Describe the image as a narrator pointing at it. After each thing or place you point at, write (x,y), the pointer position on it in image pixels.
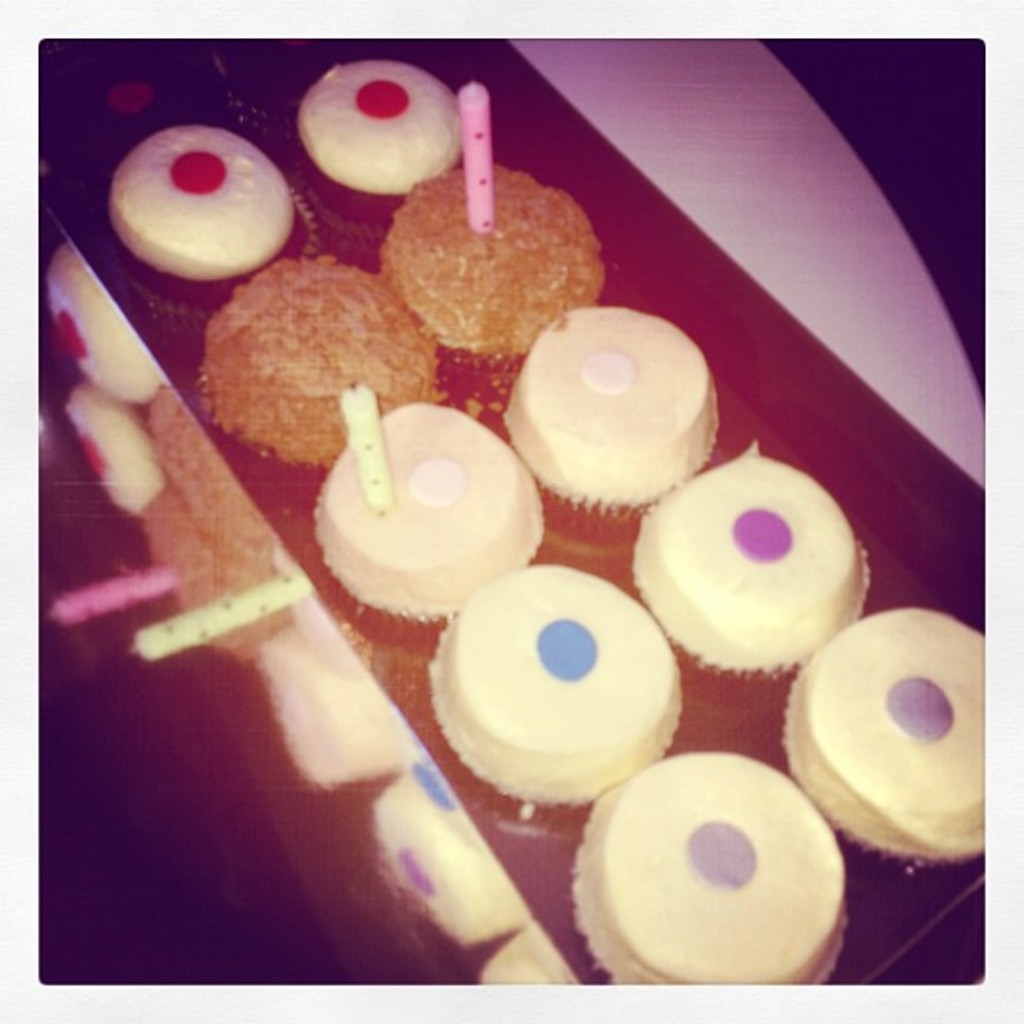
In this image there is a table (942,413). We can see the colorful food items (461,541).
